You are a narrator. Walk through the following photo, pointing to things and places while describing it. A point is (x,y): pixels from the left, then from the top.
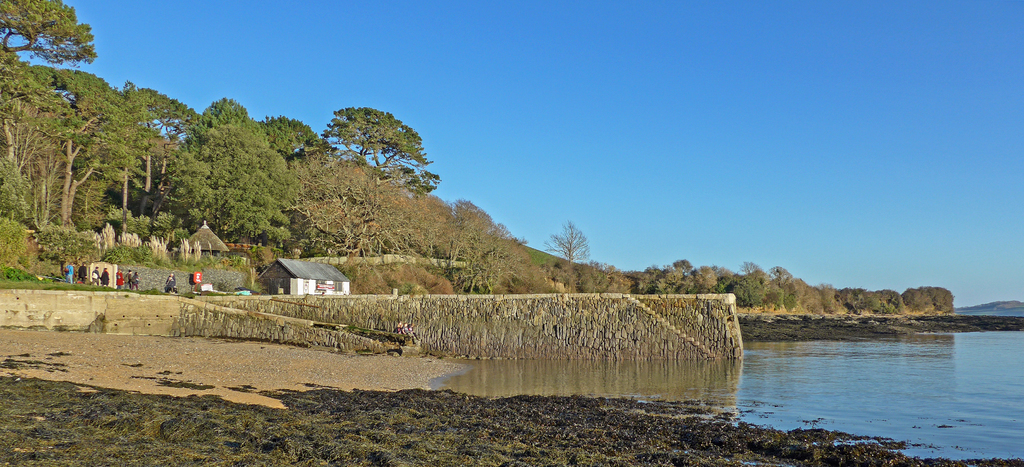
As we can see in the image there is water (862,364), wall (512,350), houses (272,276), group of people (96,270), grass (108,287), trees (25,267) and at the top (467,70) there is sky (549,21).
